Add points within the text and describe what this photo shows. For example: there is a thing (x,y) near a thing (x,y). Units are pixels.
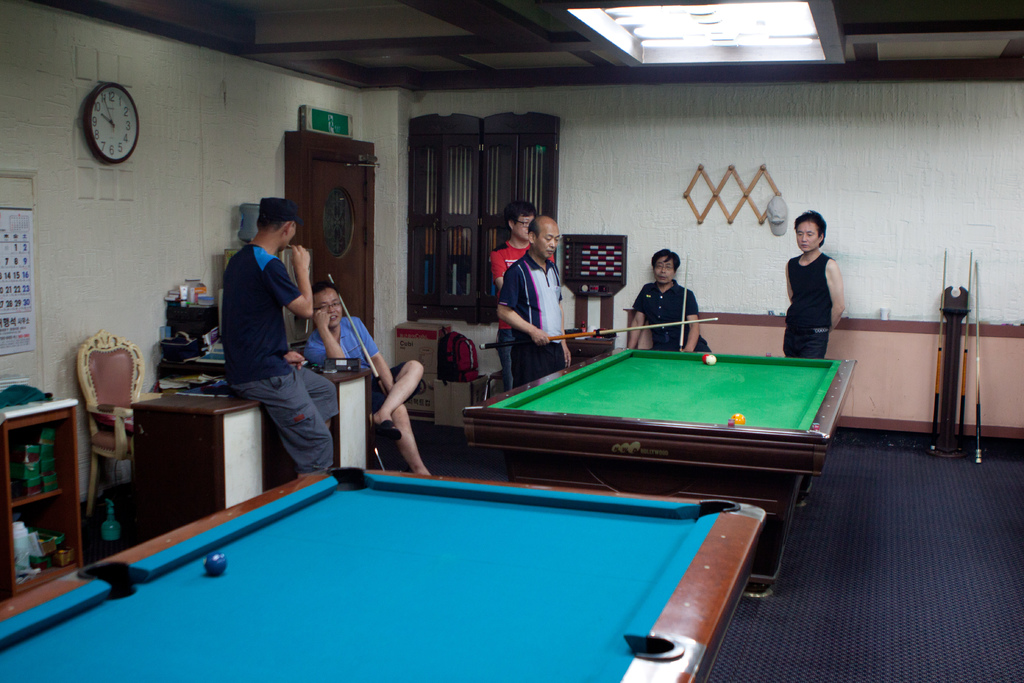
In this image we can see two snookers table (589,486), one is in blue color and the other one is in green color. Around the table (675,404) people (658,282) are standing and sitting. One man (540,292) is holding stick (575,334). Left side of the image (198,453) table (209,444), chair (105,394), cupboard (42,405), clock (97,145) and boxes (437,352) are there. The walls (720,164) of the room (776,134) is in white color. Right side of the image (973,367) snooker stick (938,365) are present.
